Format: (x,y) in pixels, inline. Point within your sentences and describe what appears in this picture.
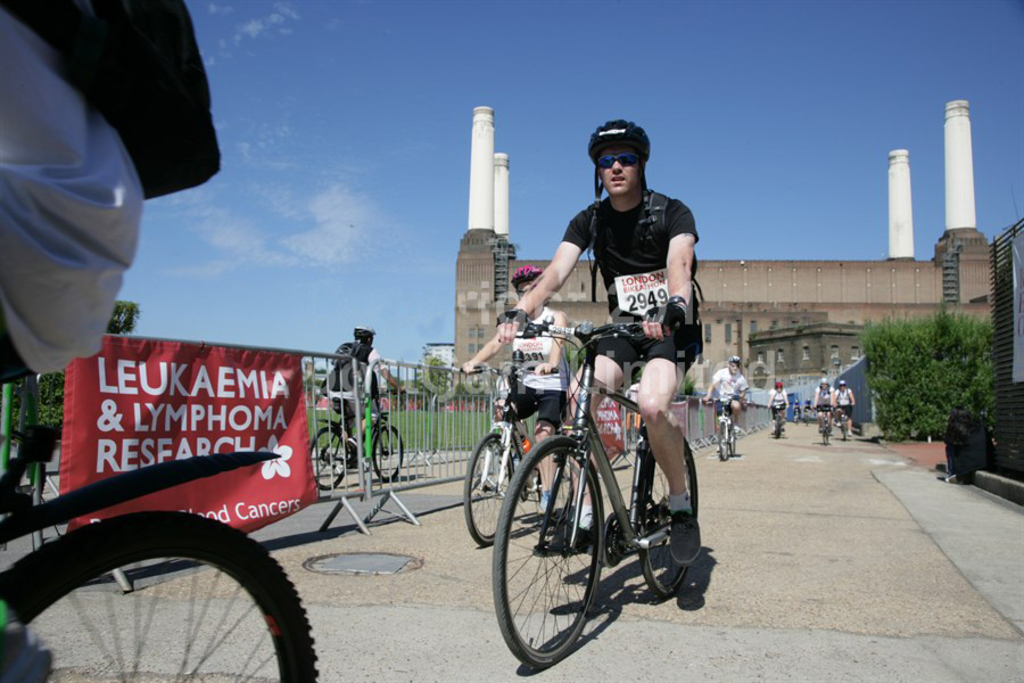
In the given image we can see there are persons (560,418) riding the bicycle (579,458). This is a iron fencing (440,411), building (812,292), tree (891,352) and a sky (810,73). This is a poster (170,394).
